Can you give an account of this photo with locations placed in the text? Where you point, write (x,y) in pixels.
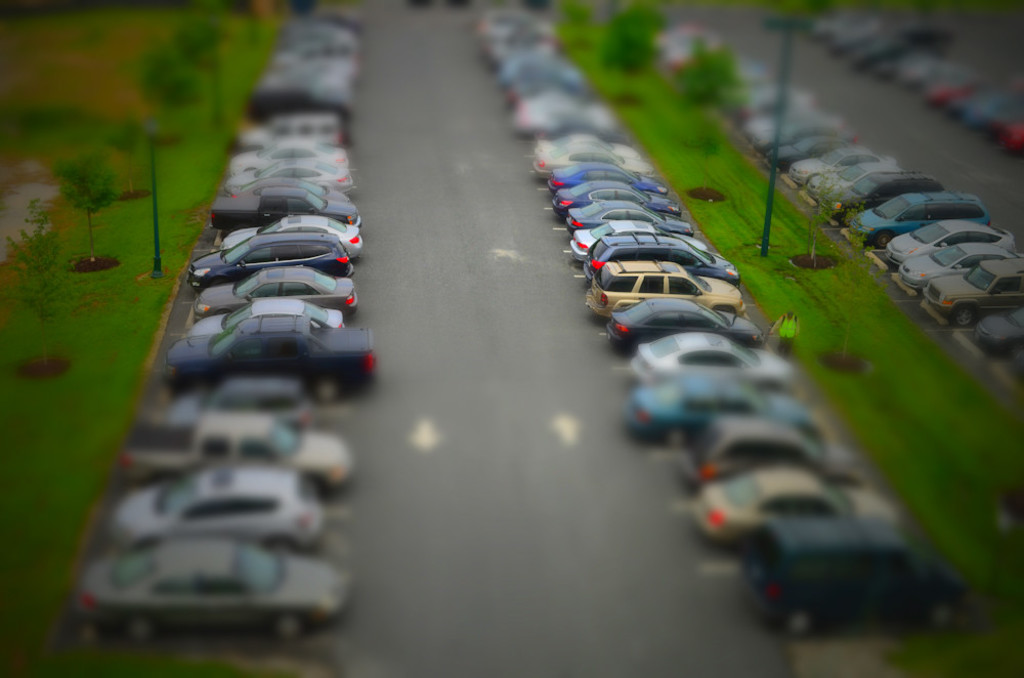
There are cars (813,582) on the road (547,349). Here we can see poles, plants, and grass (98,323). Here we can see a person (784,319).
